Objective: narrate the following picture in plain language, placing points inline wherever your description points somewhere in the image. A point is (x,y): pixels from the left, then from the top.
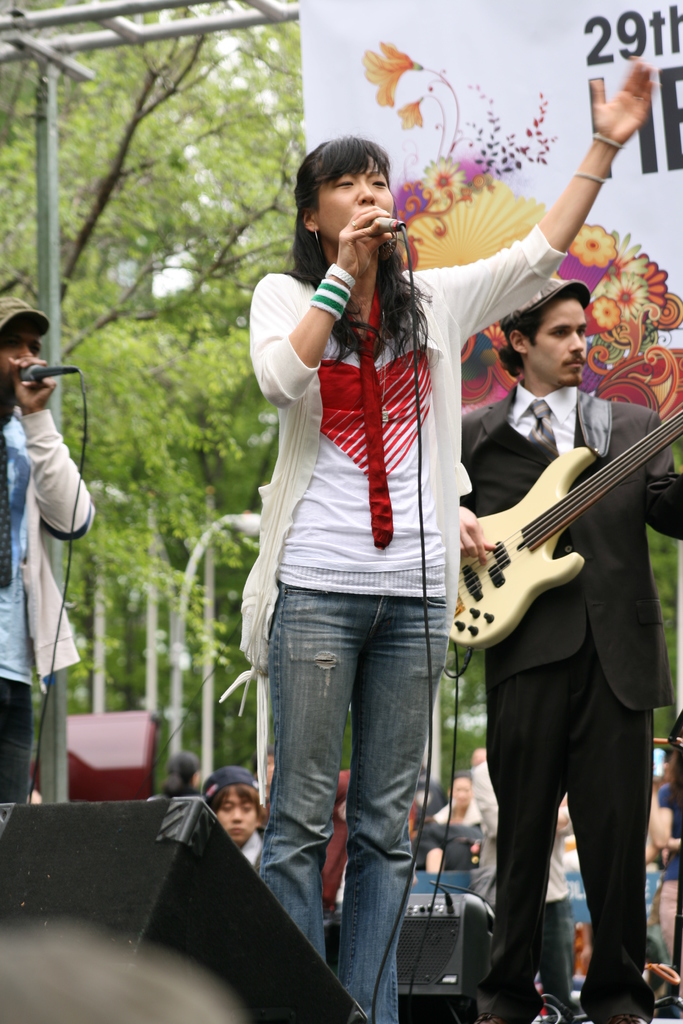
There is a woman (402,308) standing in the center (441,381) and she is singing on a microphone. Here we can see a person (469,421) standing on the right side (481,1011) and he is playing on a guitar (471,589). Here we can see a man (11,802) on the left side (0,778) and he is also singing on a microphone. In the background (155,214) we can see trees (202,143) and this is looking like a hoarding (495,62).
